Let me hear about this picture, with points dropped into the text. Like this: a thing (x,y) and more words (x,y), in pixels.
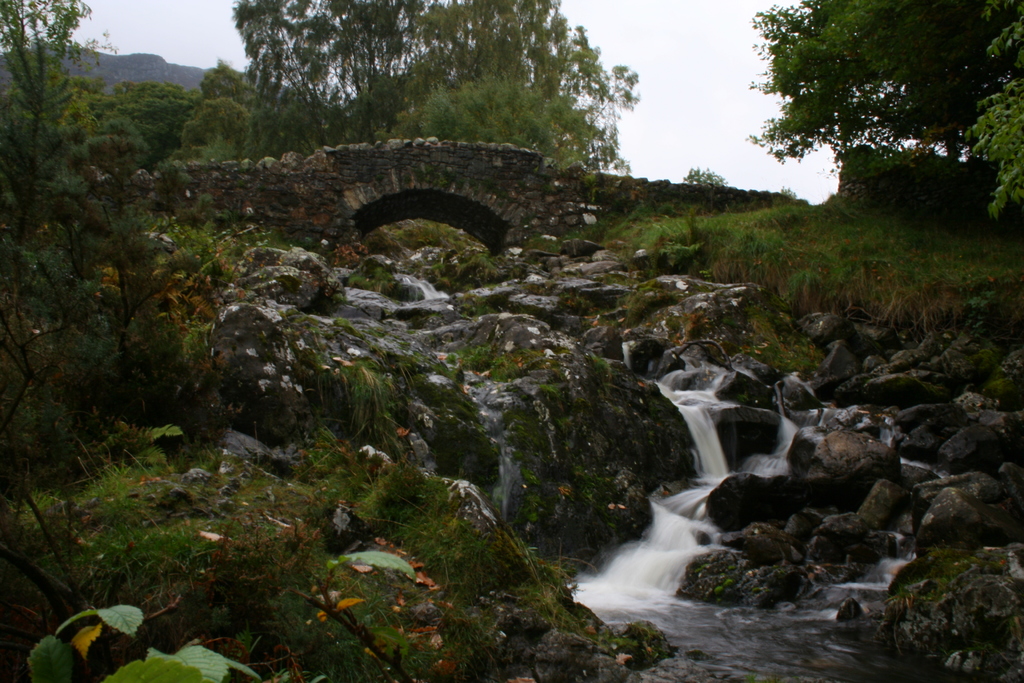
In this picture there is water (424,295) and there is a stone bridge (383,214) behind it and there are trees (548,48) in the background (541,72).
